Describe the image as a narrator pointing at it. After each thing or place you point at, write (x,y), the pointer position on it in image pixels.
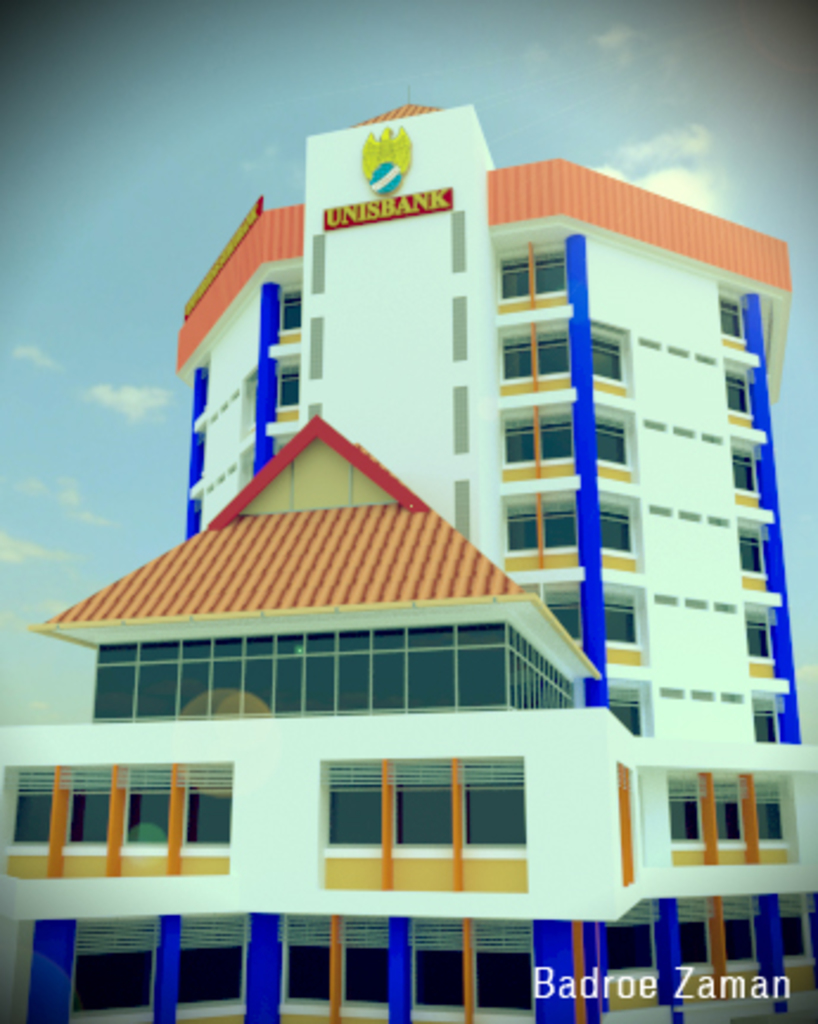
In the picture we can see the building (803,920) and on the top of it, we can see the board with a name UNIS BANK and behind the building (215,546) we can see the sky (99,329) with clouds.
